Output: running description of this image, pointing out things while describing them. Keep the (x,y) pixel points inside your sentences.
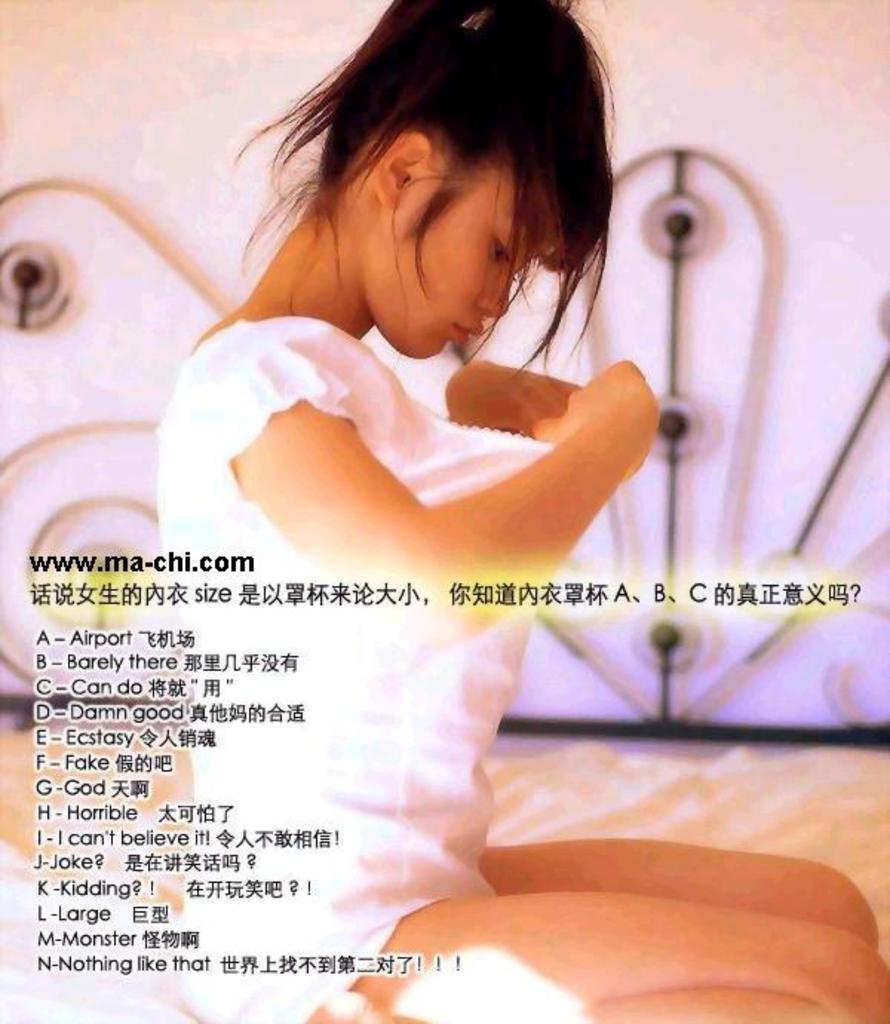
Here in this picture we can see a woman (564,438) in a white colored dress (449,777) sitting on a bed (867,784) present over there.
